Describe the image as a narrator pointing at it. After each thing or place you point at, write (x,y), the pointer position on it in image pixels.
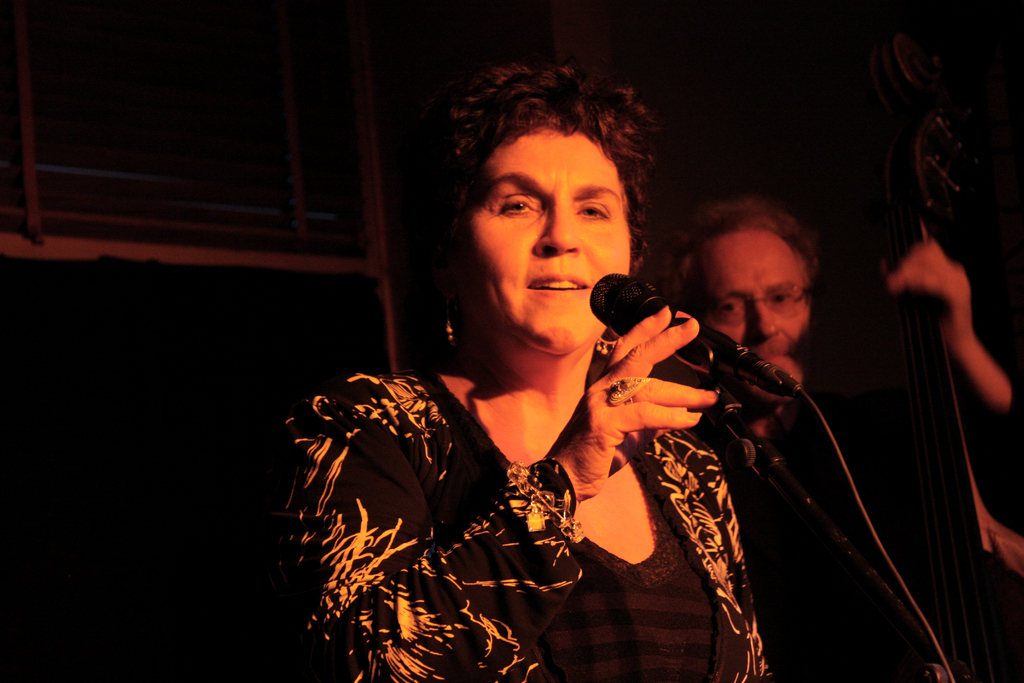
Background (113,203) is dark. We can see one woman (684,467) holding a mike (622,307) in her hand (675,345) and smiling. Beside to her we can see a man (890,428) holding a musical instrument (953,501) in his hand (921,253). He wore spectacles (772,296).
